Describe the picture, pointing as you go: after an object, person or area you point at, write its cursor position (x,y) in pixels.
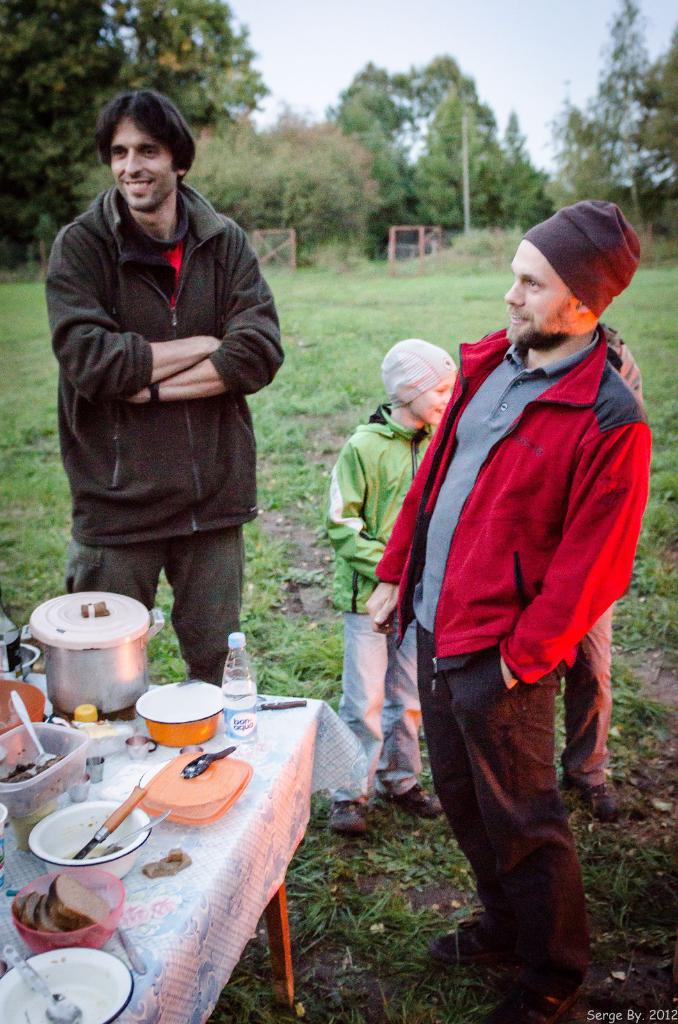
As we can see in the image there is a sky (396,64), trees (365,122), grass (355,281), three people (192,234) standing over here and there is a table (264,767). On table (249,755) there is a cooker (68,617), bowl (76,834), spoons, box (76,769) and bottle (249,703).
